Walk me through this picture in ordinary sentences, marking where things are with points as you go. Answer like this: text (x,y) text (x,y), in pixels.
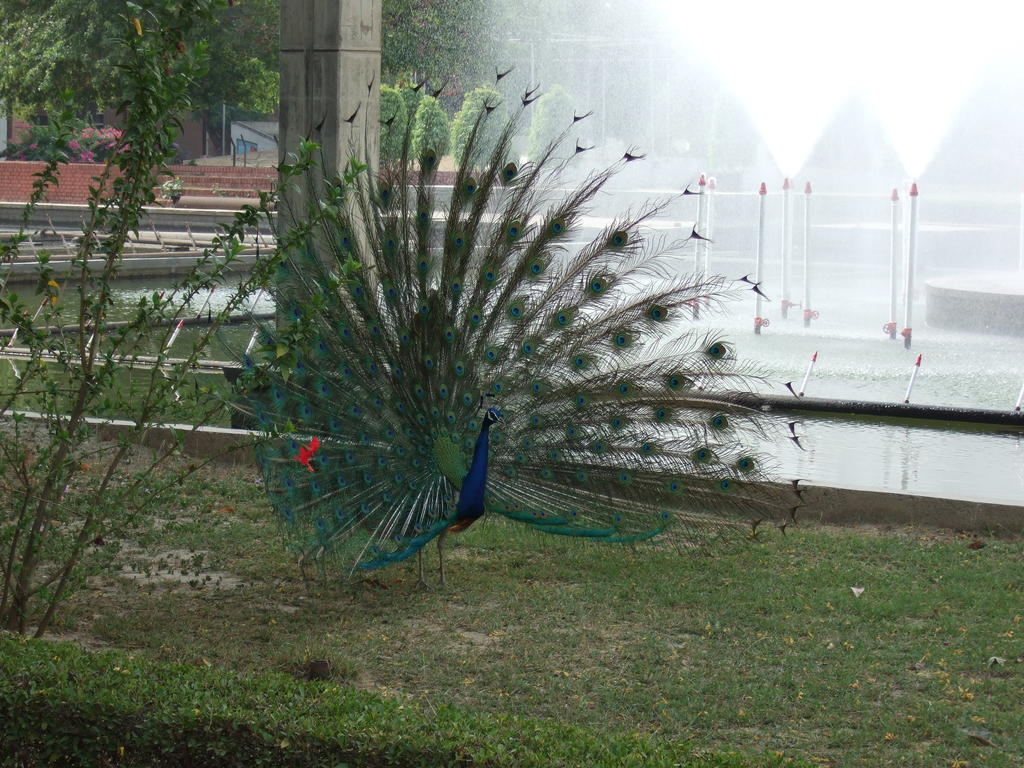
In this image we can see a peacock (538,427) on the ground (360,660). On the left side of the image (12,614) we can see some flowers (101,148) on the plants (98,151), pillar (356,10) and some trees (274,39). On the right side of the image (825,194) we can see grass (966,752) and fountain (678,266).
